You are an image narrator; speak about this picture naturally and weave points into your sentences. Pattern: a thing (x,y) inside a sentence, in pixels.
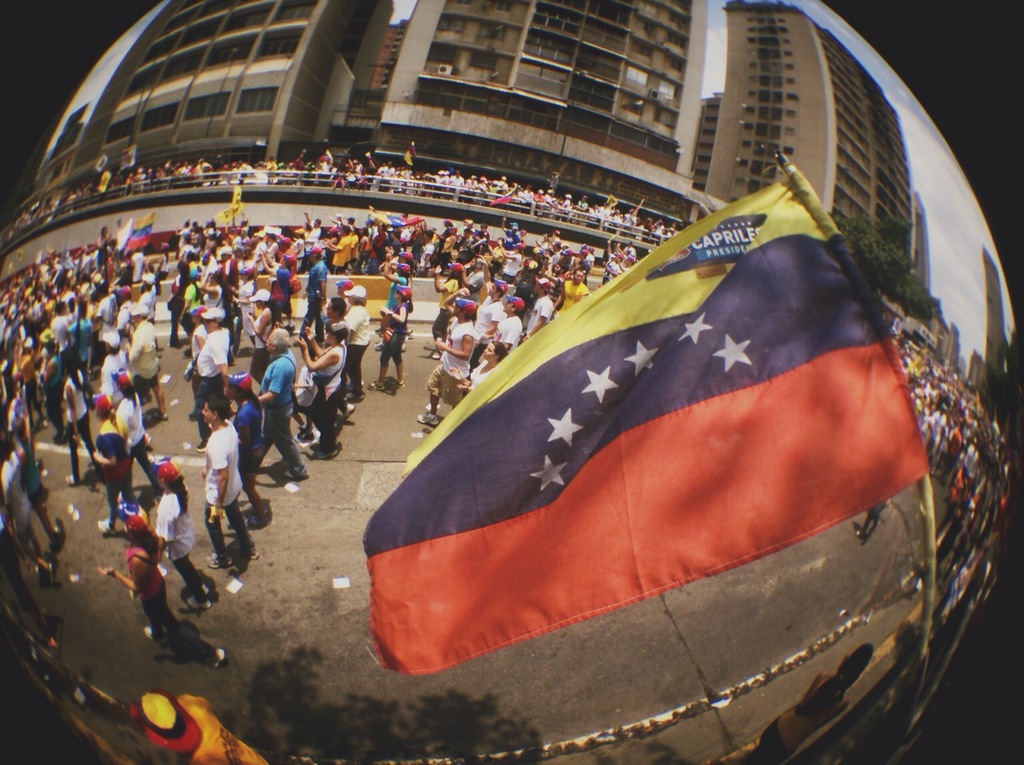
In the picture we can see a mirror ball (376,445) on it, we can see an image of the public (26,312) on the road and a flag (683,426) with a pole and in the background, we can see a bridge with railing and people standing on the bridge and behind it we can see buildings (424,56) and a sky (977,292).
